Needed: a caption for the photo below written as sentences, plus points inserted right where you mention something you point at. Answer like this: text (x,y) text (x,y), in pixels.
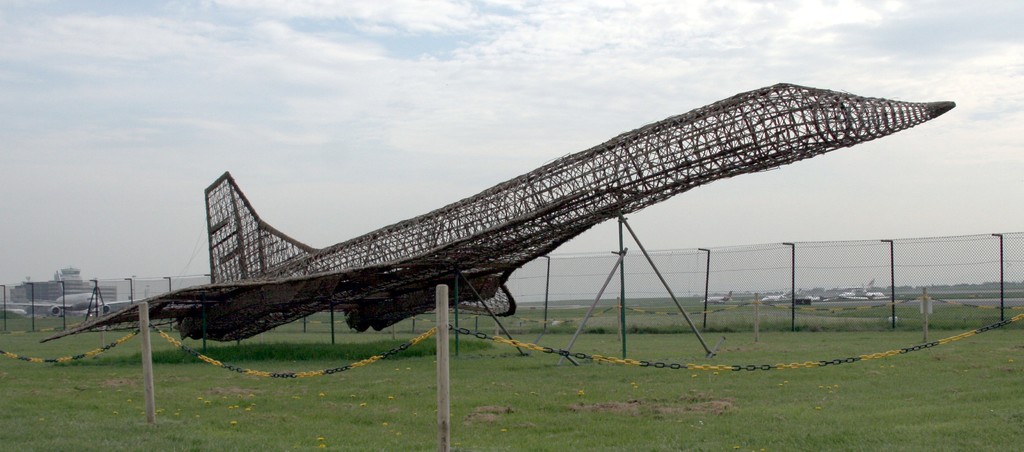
In the middle of the picture (386,241), we see an object (528,246) which is made up of rods (444,227). This object (446,264) looks like an airplane (498,256). At the bottom (217,359), we see the grass (201,366) and the barrier poles (442,396). We see the chain (518,345) in yellow and black color. Behind that, we see the poles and the fence (612,294). On the left side (72,309), we see an airplane (93,295). Behind that, we see a building (69,289) in white color. There are airplanes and trees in the background (935,287). At the top (356,111), we see the sky (456,58) and the clouds (566,59).
